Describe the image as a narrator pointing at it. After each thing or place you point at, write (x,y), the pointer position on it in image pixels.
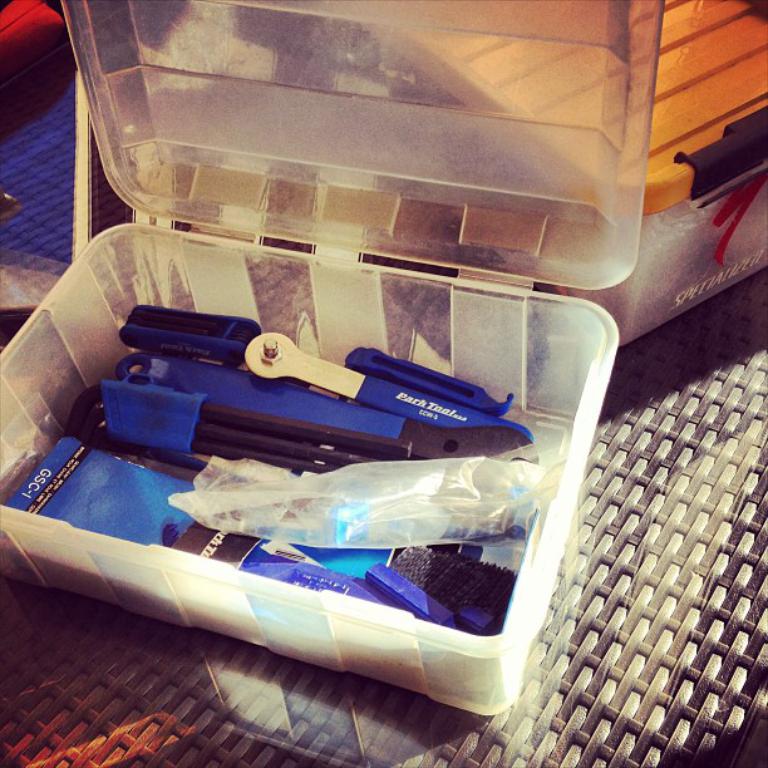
There are objects (279,442), small brushes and a cover (267,519) in a plastic box (300,593) on a platform (714,511). In the background (676,156) there is another plastic box (692,147) and an object (74,97).
